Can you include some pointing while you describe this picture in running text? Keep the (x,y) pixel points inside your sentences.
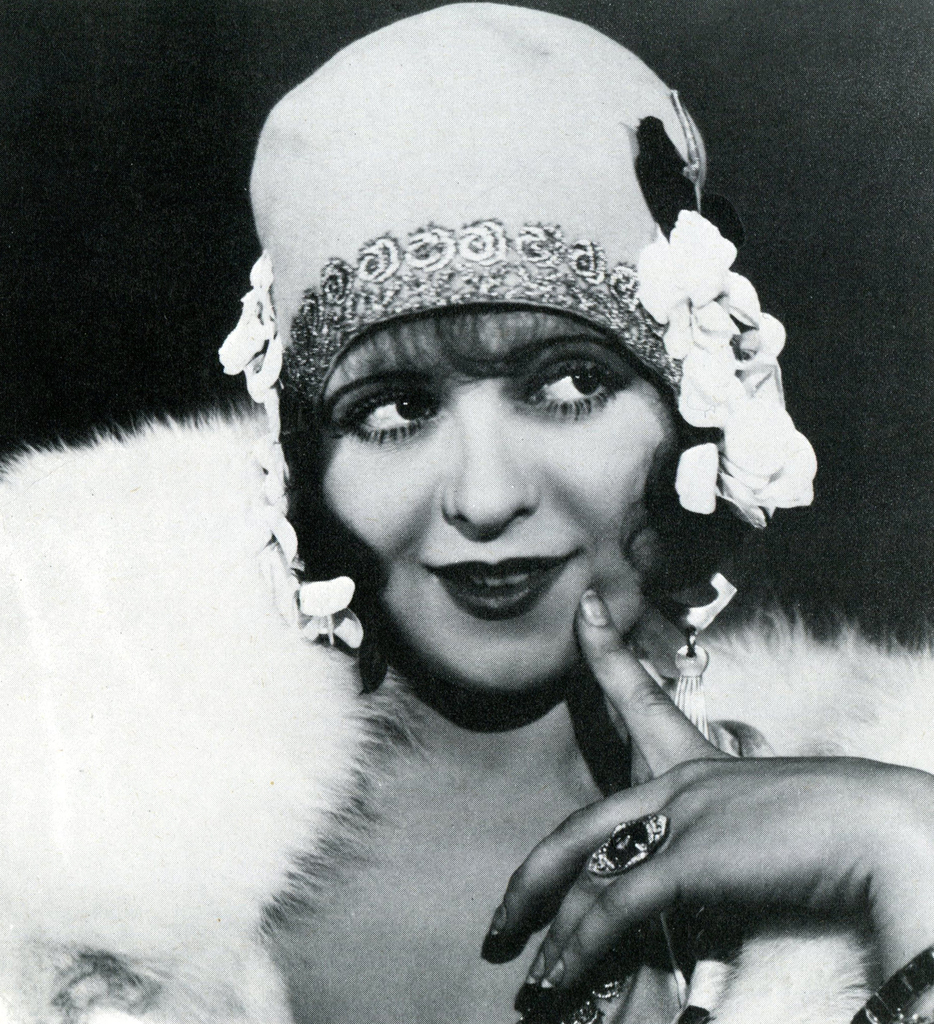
In this image I can see a woman (505,689) smiling and wearing headgear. The image is in black and white.
